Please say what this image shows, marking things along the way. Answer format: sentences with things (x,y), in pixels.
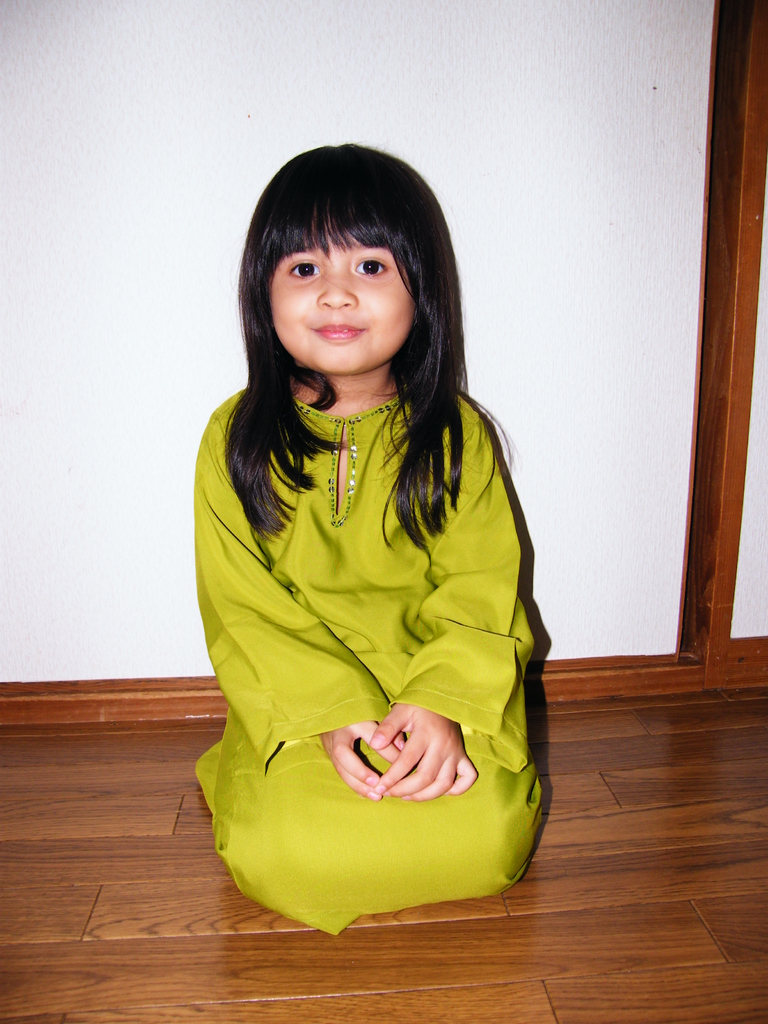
In this image there is a girl (351,663) on the wooden floor (552,919). Background (13,71) there is a wall (699,140).
